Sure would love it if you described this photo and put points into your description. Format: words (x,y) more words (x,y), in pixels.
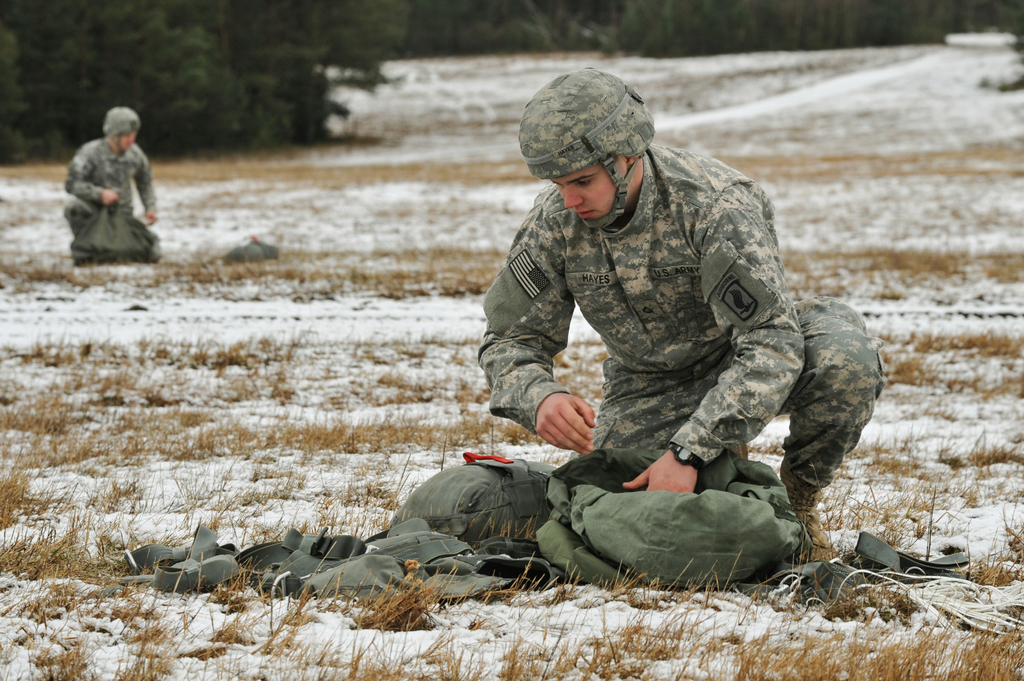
In this image there are two people (540,327). In front of them there are a few objects (458,474). At the bottom of the image (152,469) there is snow (289,657) and grass (189,412) on the surface (316,263). In the background of the image (151,45) there are trees (251,31).
